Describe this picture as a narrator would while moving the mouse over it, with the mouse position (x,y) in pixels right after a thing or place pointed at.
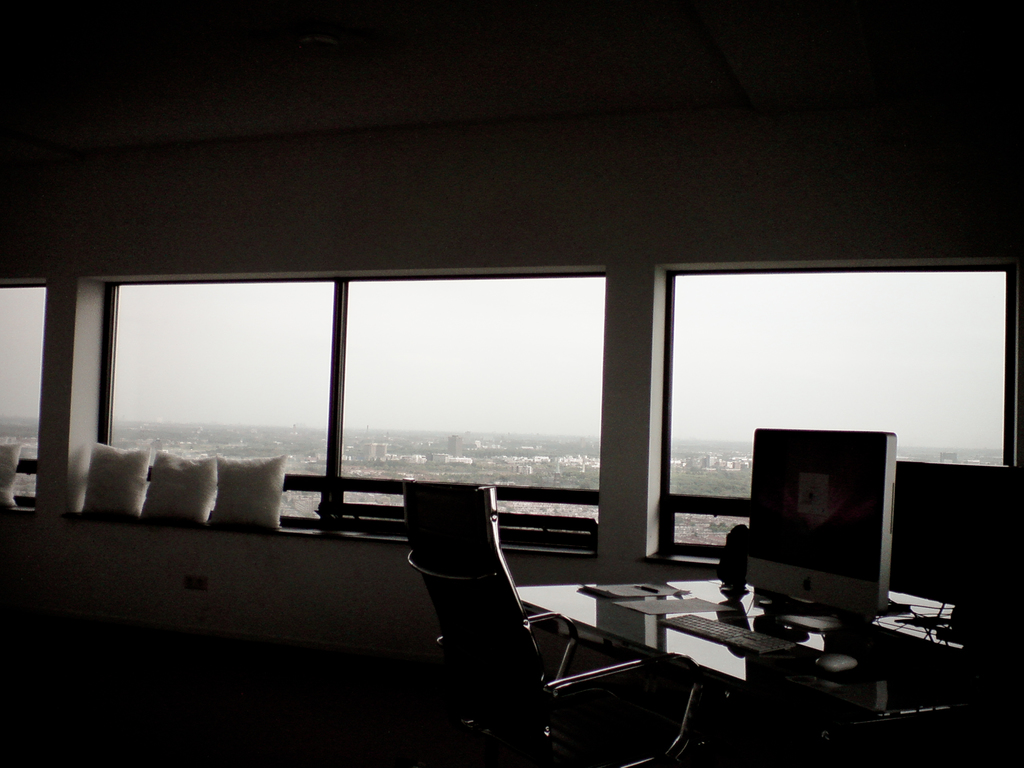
This image is taken inside a room (435,702). In the background of the image (482,337) there are glass windows (413,363). To the right side of the image (782,542) there is a table (699,640) on which there is a monitor (763,574), keyboard (709,632) and other objects (766,606). In the center of the image (462,501) there is a chair (496,515). At the top of the image (309,131) there is ceiling (255,75).
